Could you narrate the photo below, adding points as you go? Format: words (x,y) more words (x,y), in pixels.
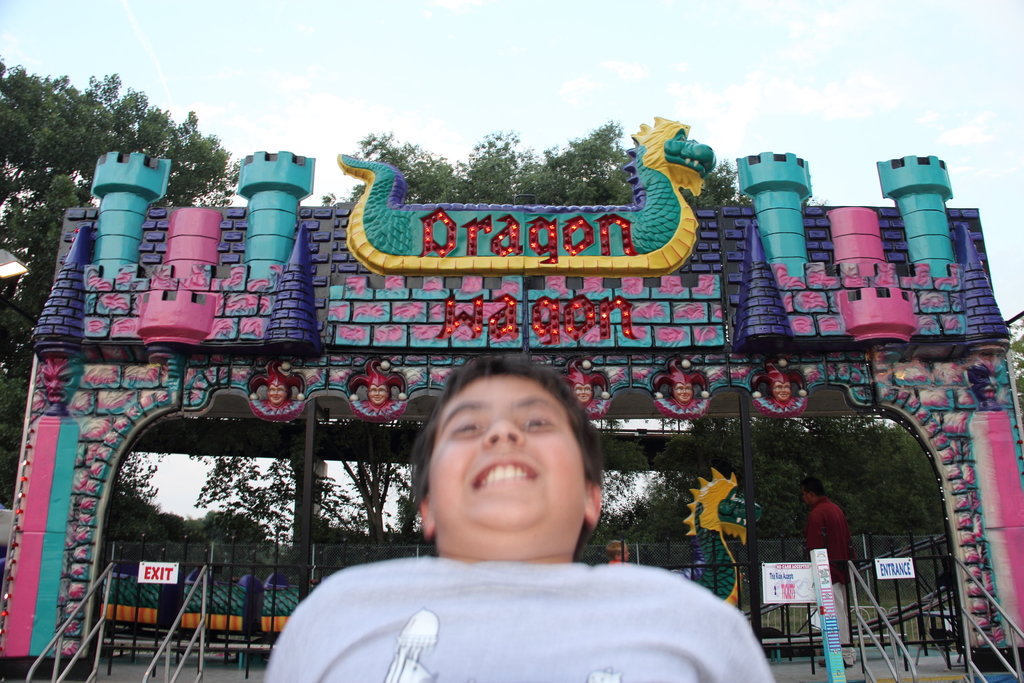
In the image there is a boy (414,563) and behind the boy (467,419) there is an entrance gate (617,244) of some event, it is very decorative and behind that entrance gate (296,308) there are many trees (22,251).
